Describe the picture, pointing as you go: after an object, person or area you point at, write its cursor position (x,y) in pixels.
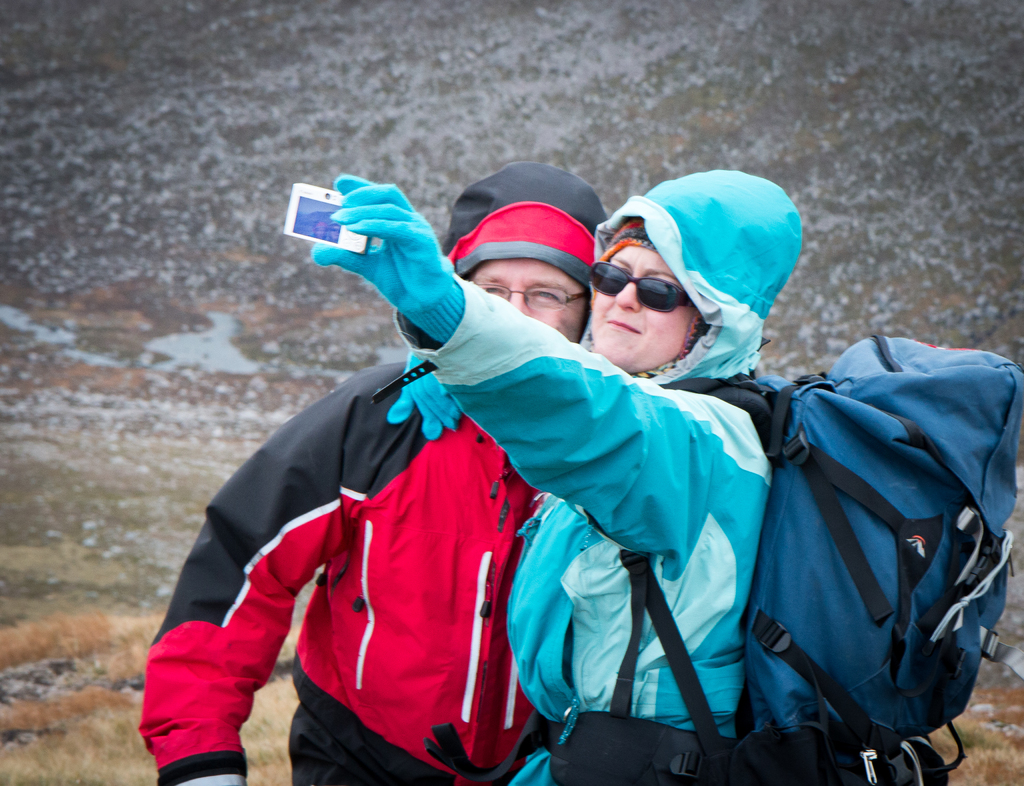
In this picture we can observe a couple (415,381). One of them was a man (277,528), wearing a black and red color hoodie (396,549) and the other was a woman (656,420), wearing a blue color hoodie (752,275) and spectacles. The woman (659,365) is carrying a blue color bag (831,505) on her shoulders (738,484). Both of them were taking selfie with a camera (345,231). In the background (90,412) there is an open land (287,168).
